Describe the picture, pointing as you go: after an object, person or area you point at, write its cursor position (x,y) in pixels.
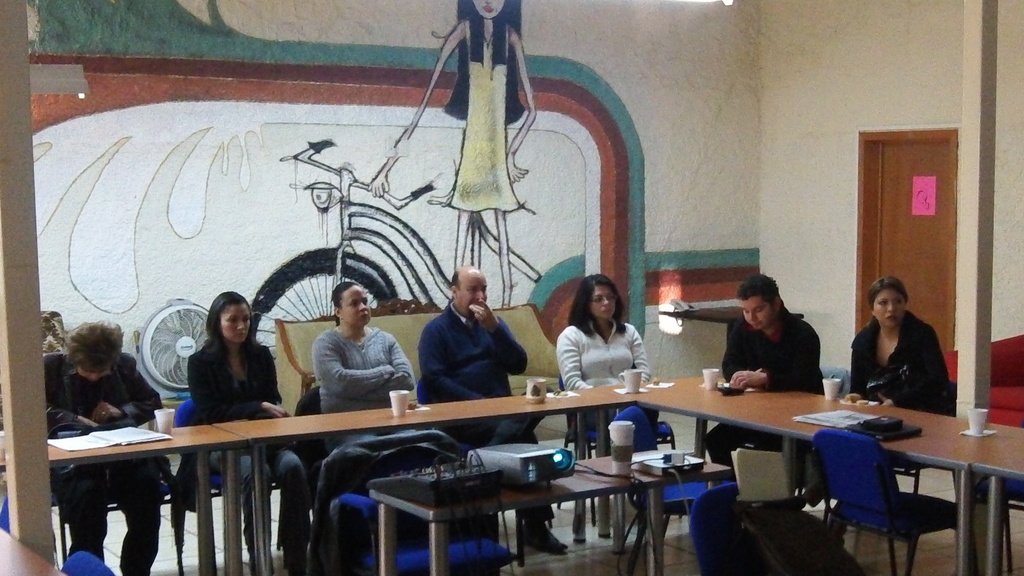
A painting (516,96) on wall (662,66). This persons (132,397) are sitting on chairs (620,415) in a L shape. In-front of them there is a tables (945,460) in L shape. On this table (913,451) there is a book (123,438) and cups (623,378). Front there is a table (650,523), on this table (563,480) there is a projector (561,466), device (432,471), file (648,462) and cup (627,462).
